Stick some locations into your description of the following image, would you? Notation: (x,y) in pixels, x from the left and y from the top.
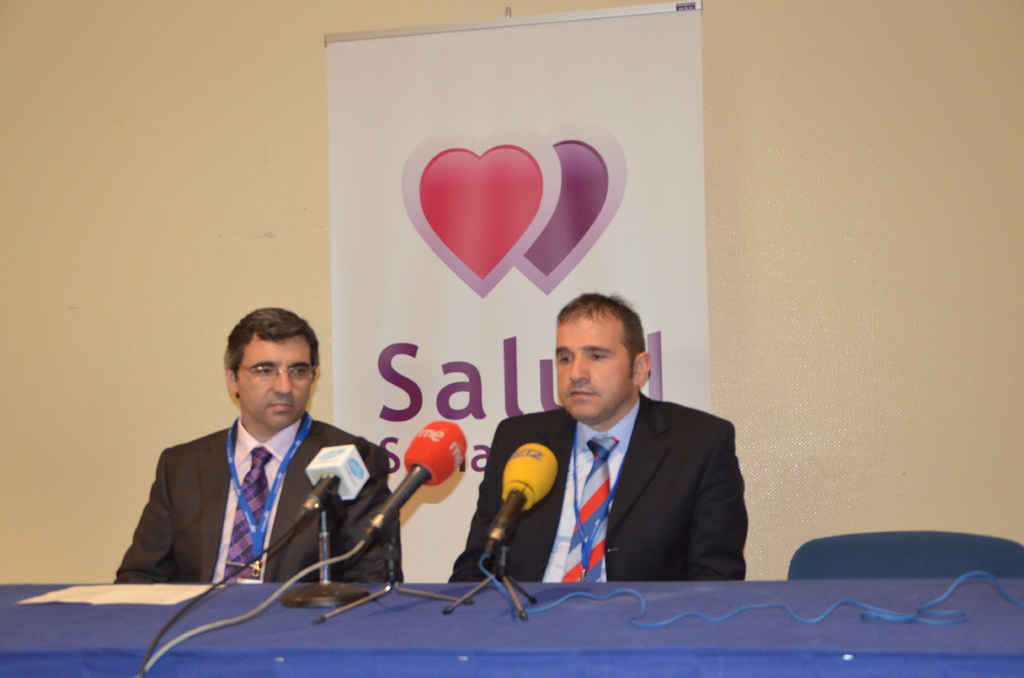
There are two persons (721,504) sitting and wearing tags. In front of them there is a table (342,617). On that there are mics (543,464) with stands (497,575). In the back (588,94) there is a wall (188,96) with banner (491,175).
